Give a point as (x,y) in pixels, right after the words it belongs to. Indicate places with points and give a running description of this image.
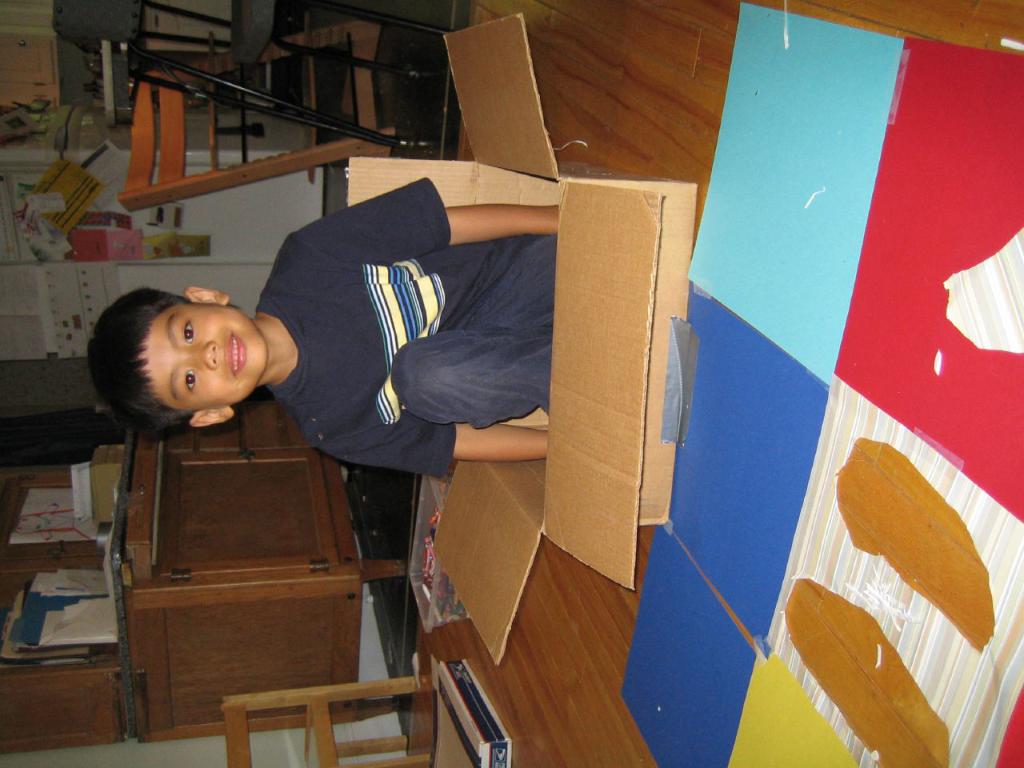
In the image we can see a boy (360,337) sitting in the box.
